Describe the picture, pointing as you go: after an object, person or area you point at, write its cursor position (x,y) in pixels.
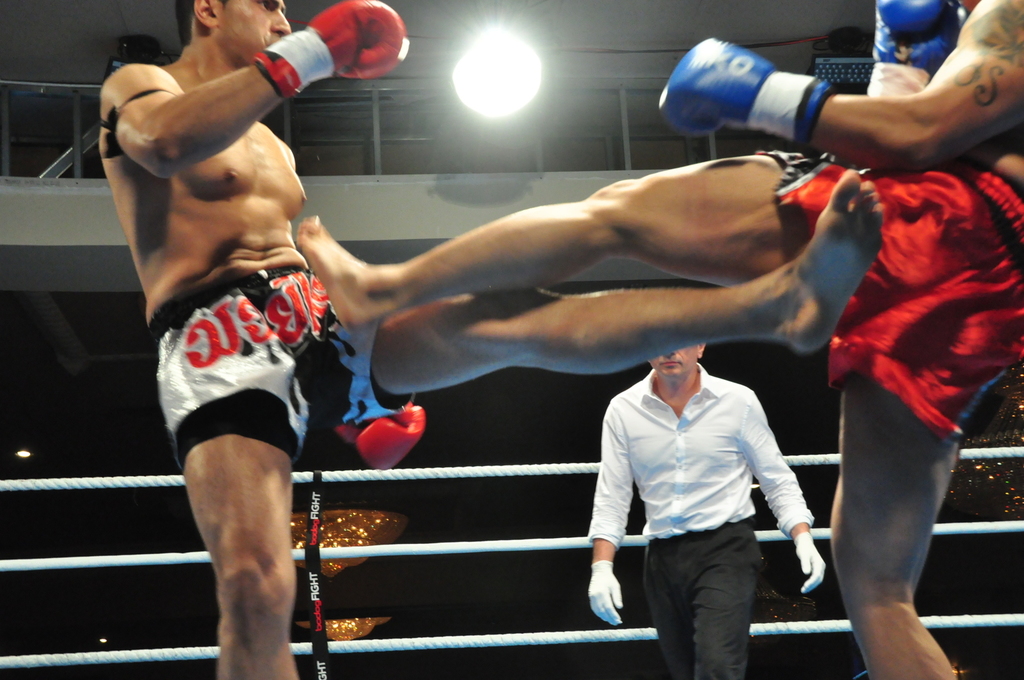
At the bottom of this image (842,564), there are two persons (485,336) fighting. In the background (663,541), there is a person (669,463) in a white color shirt (715,521), wearing two gloves (809,558) and watching them, there are three white color threads (486,467), a fence (43,88), a roof (91,69) and there are lights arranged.
